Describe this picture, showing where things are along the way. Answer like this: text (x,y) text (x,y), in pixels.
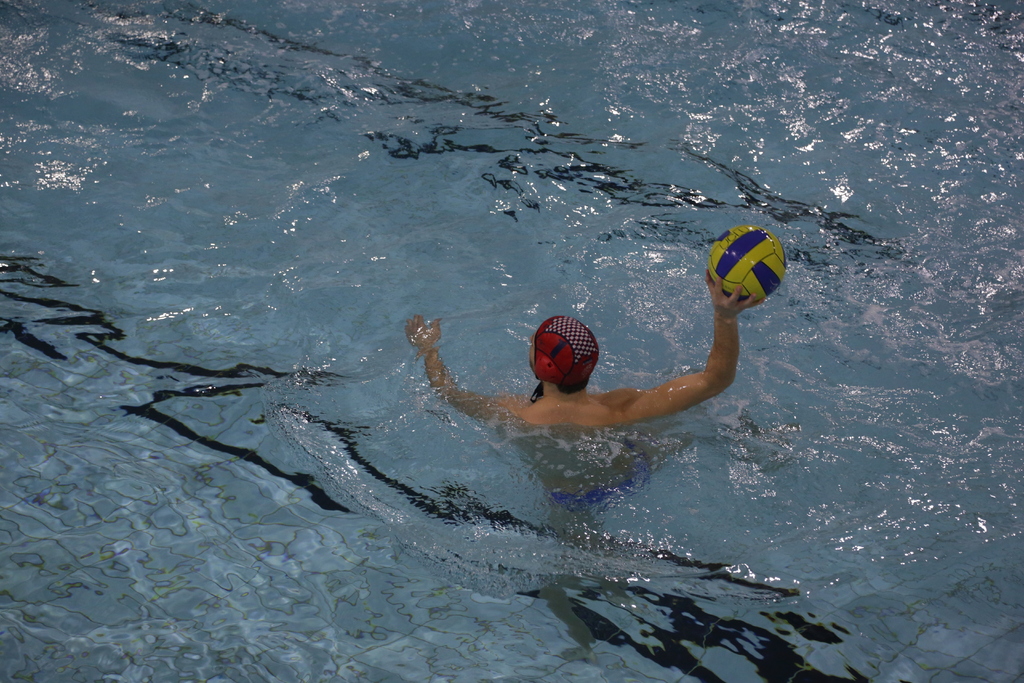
In this image I can see a person (590,438) holding a ball (776,276) visible on water (382,371).
